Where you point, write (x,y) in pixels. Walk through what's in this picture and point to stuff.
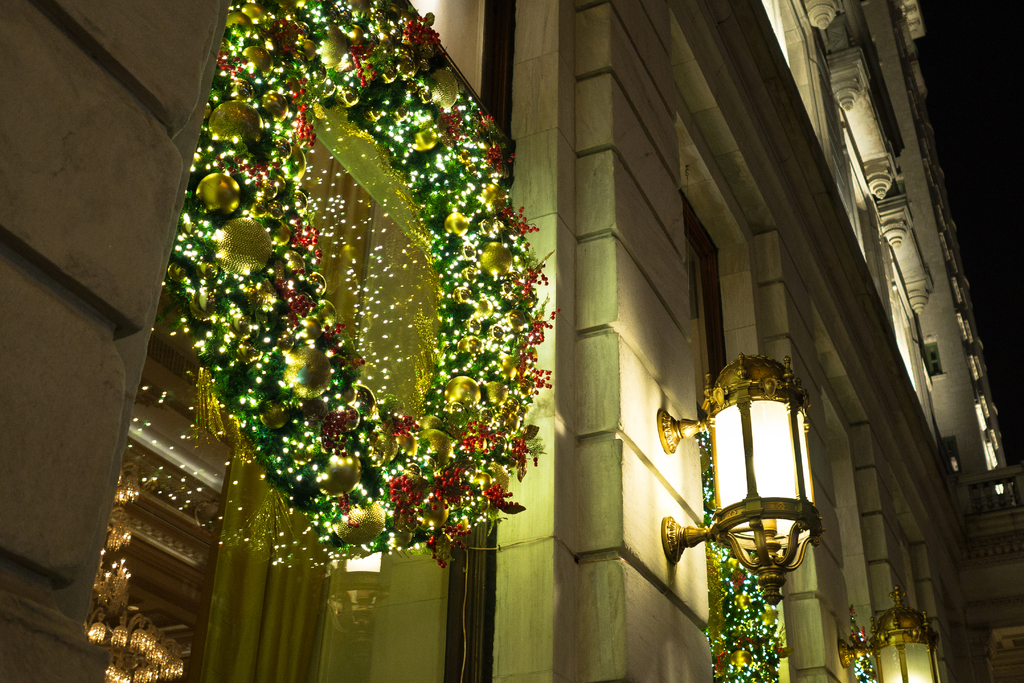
Here in this picture we can see a building (856,156) present and we can see lamp posts (736,480) on the building (923,595) and we can also see garlands (322,501), which are decorated with lights (455,157) present on the windows (270,516) of the building (187,602).
